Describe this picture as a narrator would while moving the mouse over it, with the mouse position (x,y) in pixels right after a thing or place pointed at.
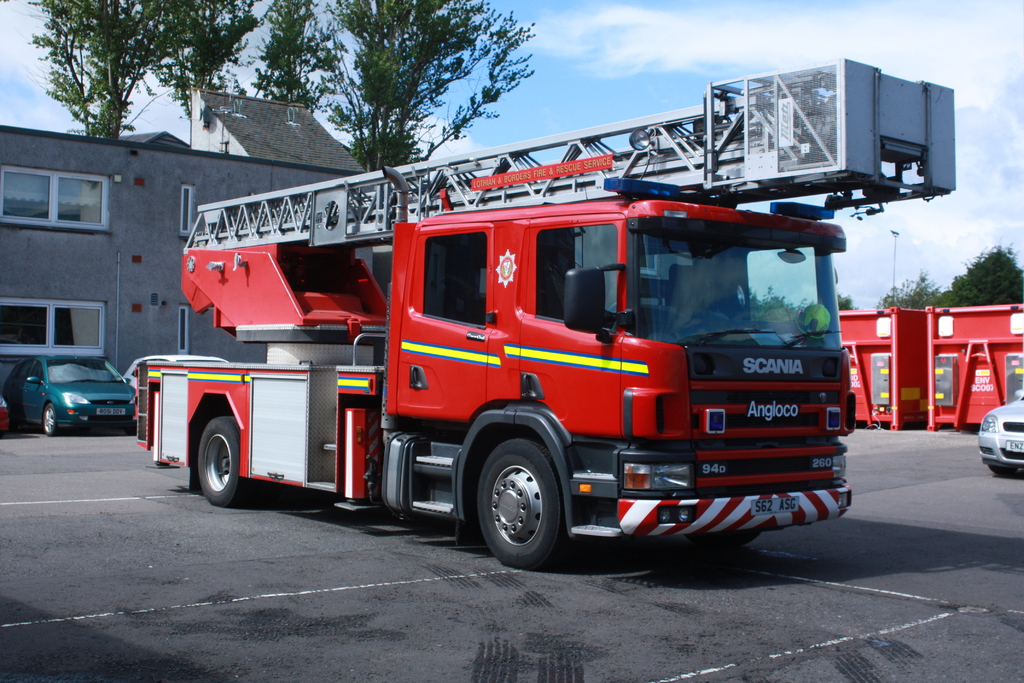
In this image we can see a fire engine (545,421), behind it there are vehicles (43,401), houses (242,350) and a few other objects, in the background (928,234) there are trees (43,37) and there are clouds (809,62) in the sky (821,51).
